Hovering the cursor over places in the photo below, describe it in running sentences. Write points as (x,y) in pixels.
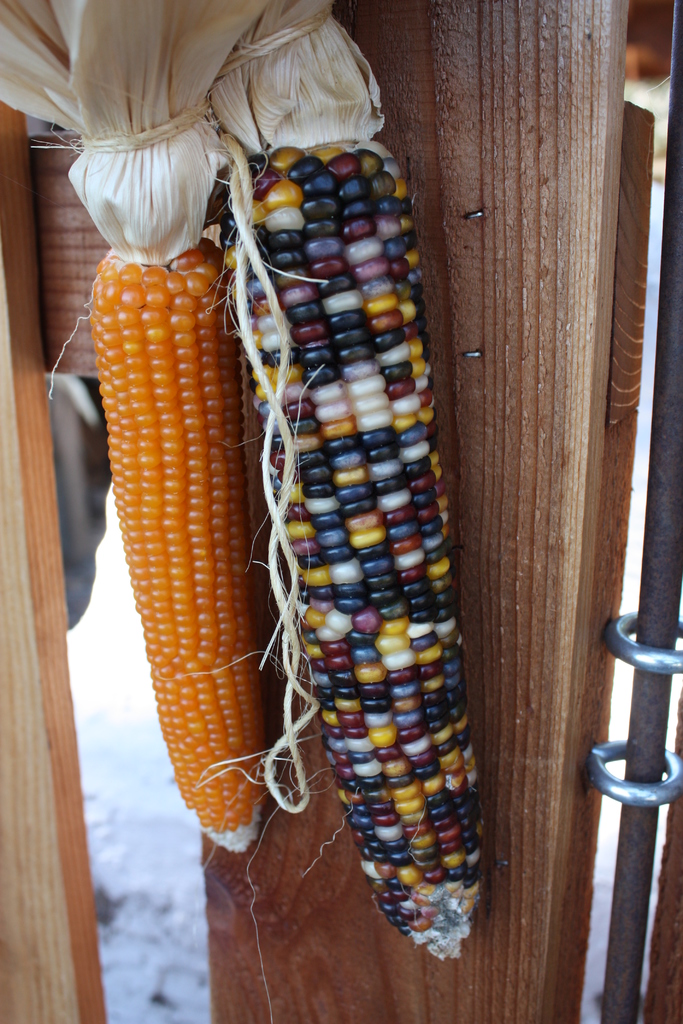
In this image I can see two corns (290,191) where one is of orange color and one is of different colors.
